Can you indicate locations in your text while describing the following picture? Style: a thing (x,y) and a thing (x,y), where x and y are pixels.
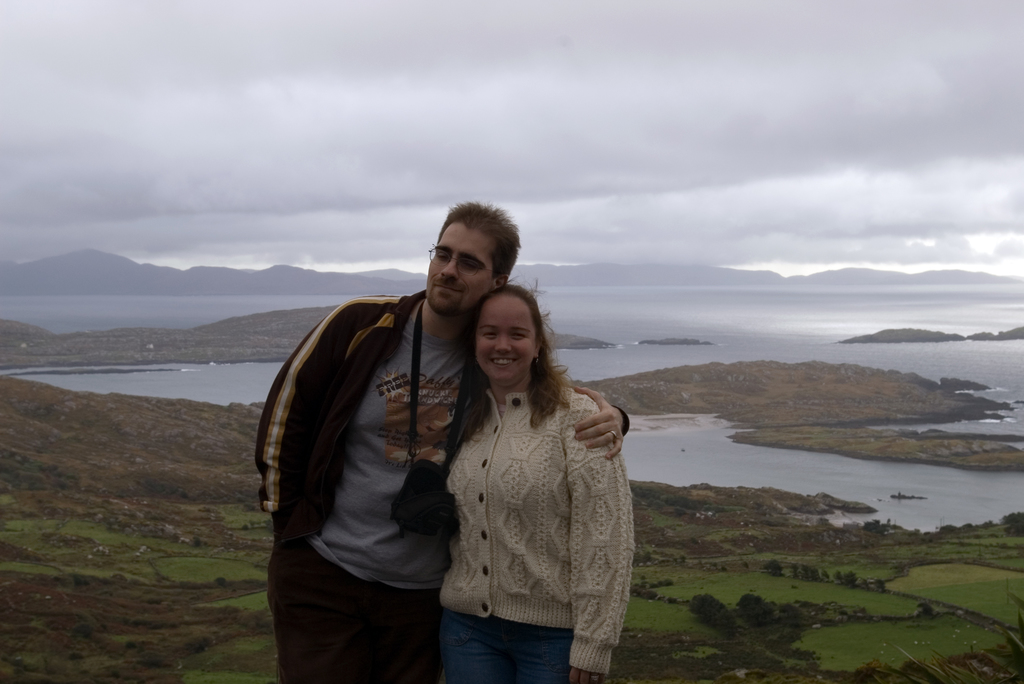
In this image, I can see the man (380,636) and woman (539,515) standing and smiling. I can see the grass (710,580) and trees (767,564). Here is the water (720,455). In the background (20,277), these look like the hills (250,282). These are the clouds (353,109) in the sky (878,148).
